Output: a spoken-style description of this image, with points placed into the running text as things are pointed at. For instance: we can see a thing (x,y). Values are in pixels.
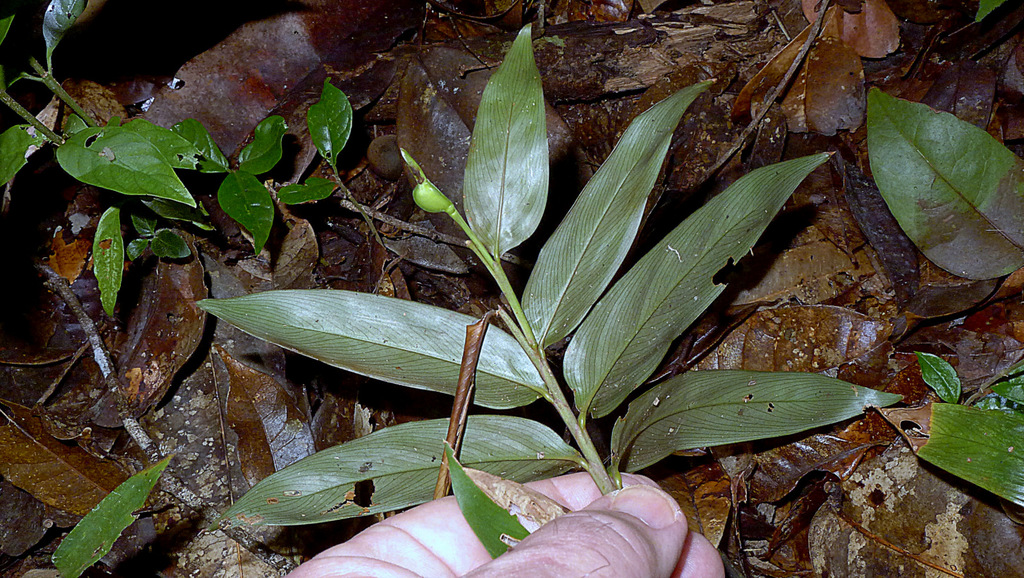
In this image there is a person (345,554) holding a stem of leaves (534,344), and in the background (51,314) there are leaves (328,8).
